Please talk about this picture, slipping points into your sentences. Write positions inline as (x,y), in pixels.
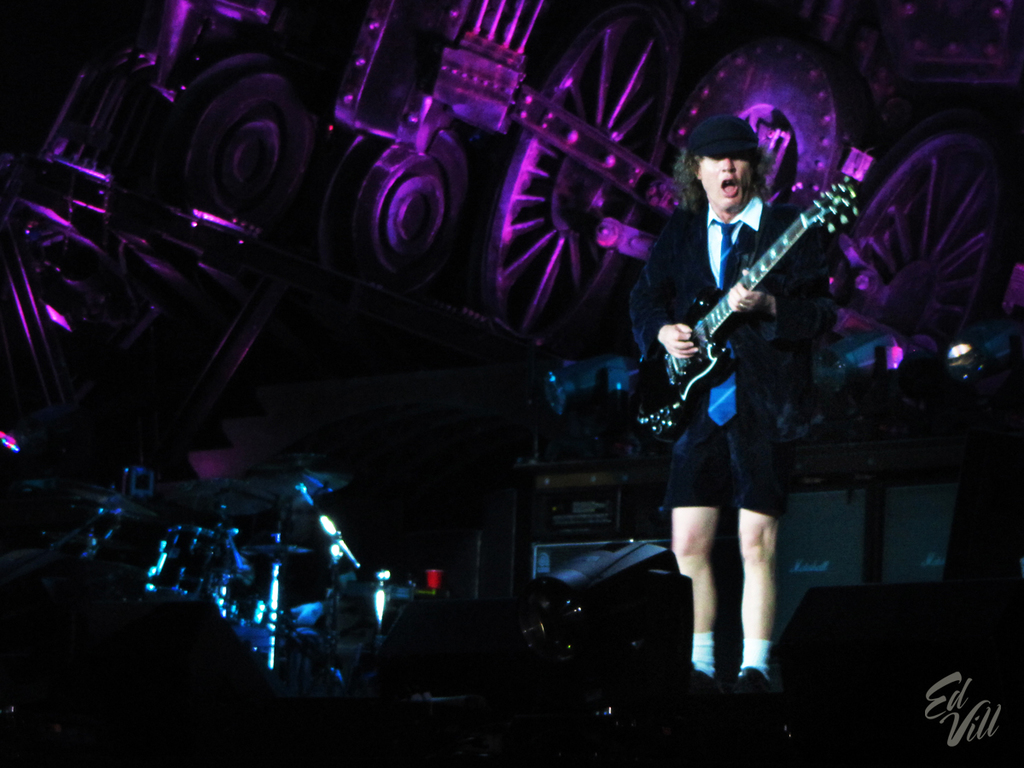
In this image on the right side (758,358) we can see a man (792,432) is standing on a stage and playing guitar (708,359). On the left side (253,502) there are musical instruments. In the background (507,597) the image is dark but we can see objects (463,117).
